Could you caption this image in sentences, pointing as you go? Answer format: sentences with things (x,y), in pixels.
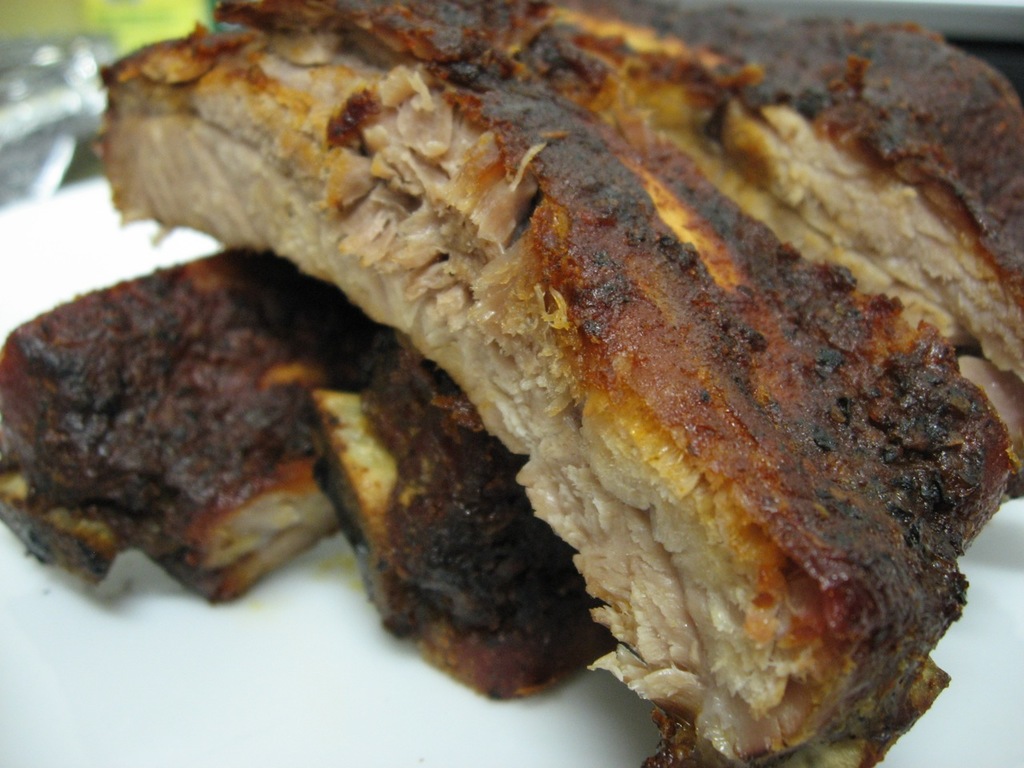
A few grilled pieces of meat (545,298) are on a plate (266,591).
